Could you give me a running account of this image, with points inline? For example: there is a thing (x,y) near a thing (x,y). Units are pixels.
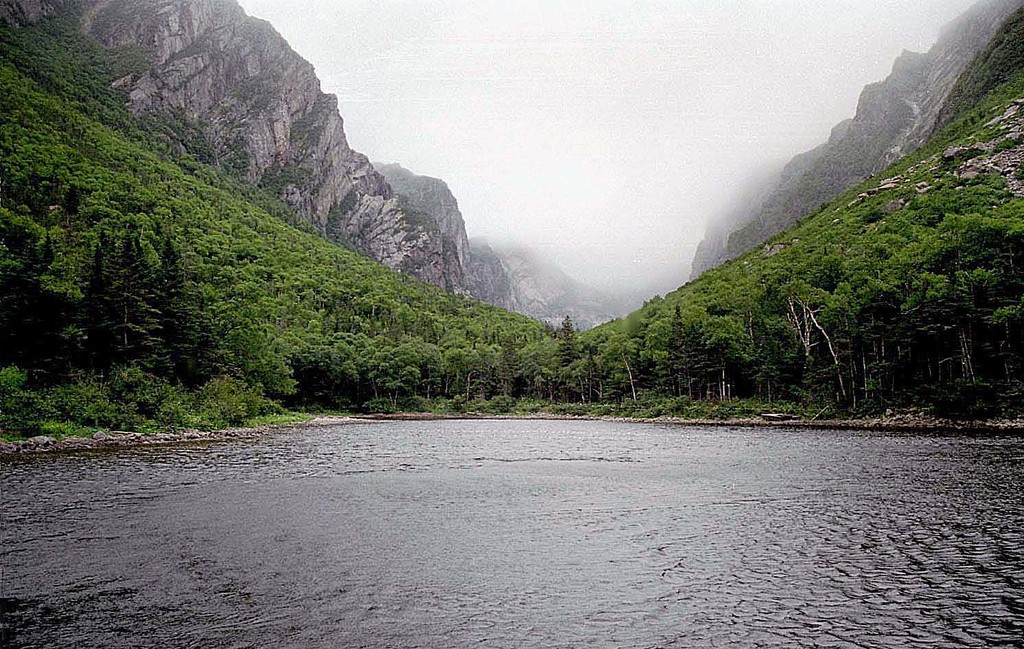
This picture is clicked outside. In the foreground (485,449) there is a water body (674,525). In the background (673,144) there is a sky (574,111), hills (200,100), trees (283,320), plants (61,399) and some portion of green grass (814,411).
